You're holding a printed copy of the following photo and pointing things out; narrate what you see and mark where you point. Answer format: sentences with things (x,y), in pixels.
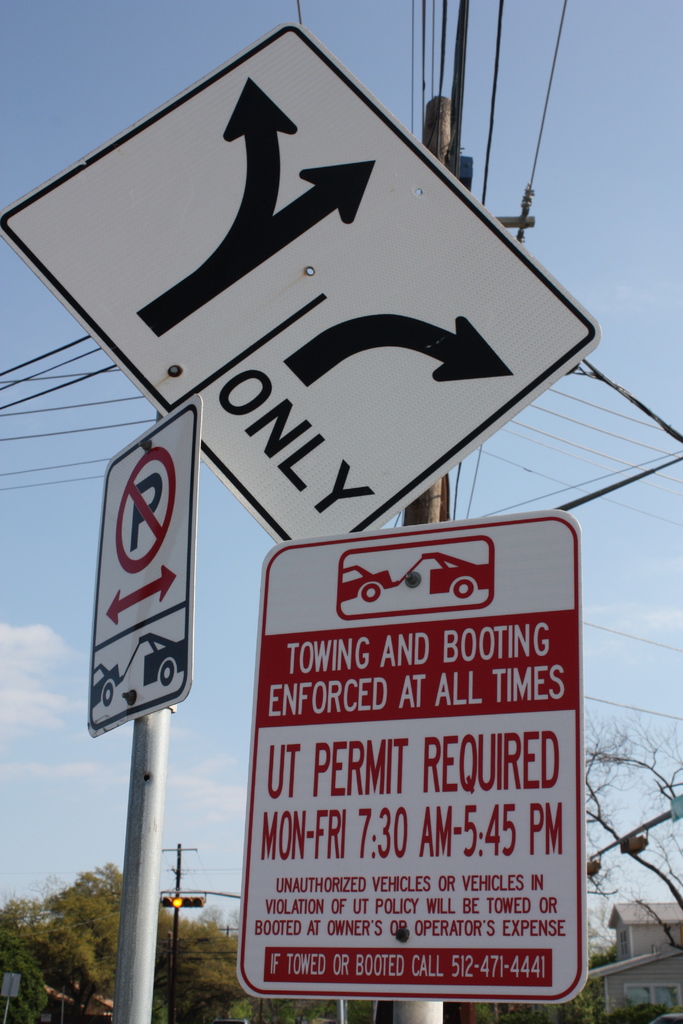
In this image, I can see a direction board (280,383), signboard (176,656) and a caution board (415,854) are attached to the poles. This looks like a current pole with the current wires (457,90) hanging. These are the trees (221,958). This looks like a house (634,937). I can see a traffic light (184,906) attached to the pole (184,892).
